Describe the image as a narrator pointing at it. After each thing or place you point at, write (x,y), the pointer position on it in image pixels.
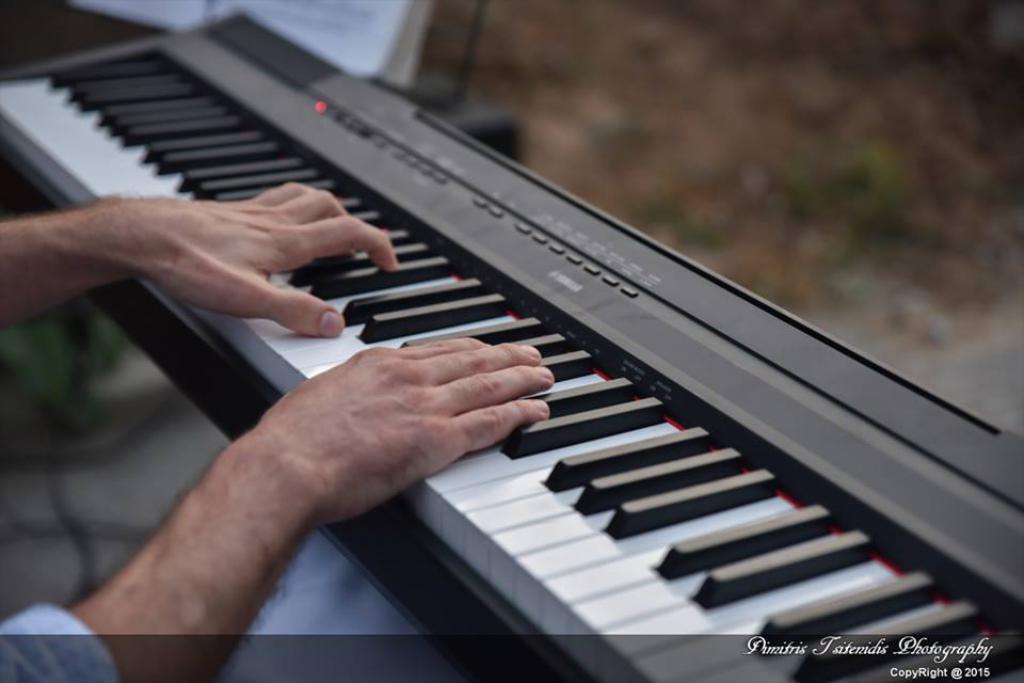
In this picture a person (526,390) is playing keyboard (464,287).
